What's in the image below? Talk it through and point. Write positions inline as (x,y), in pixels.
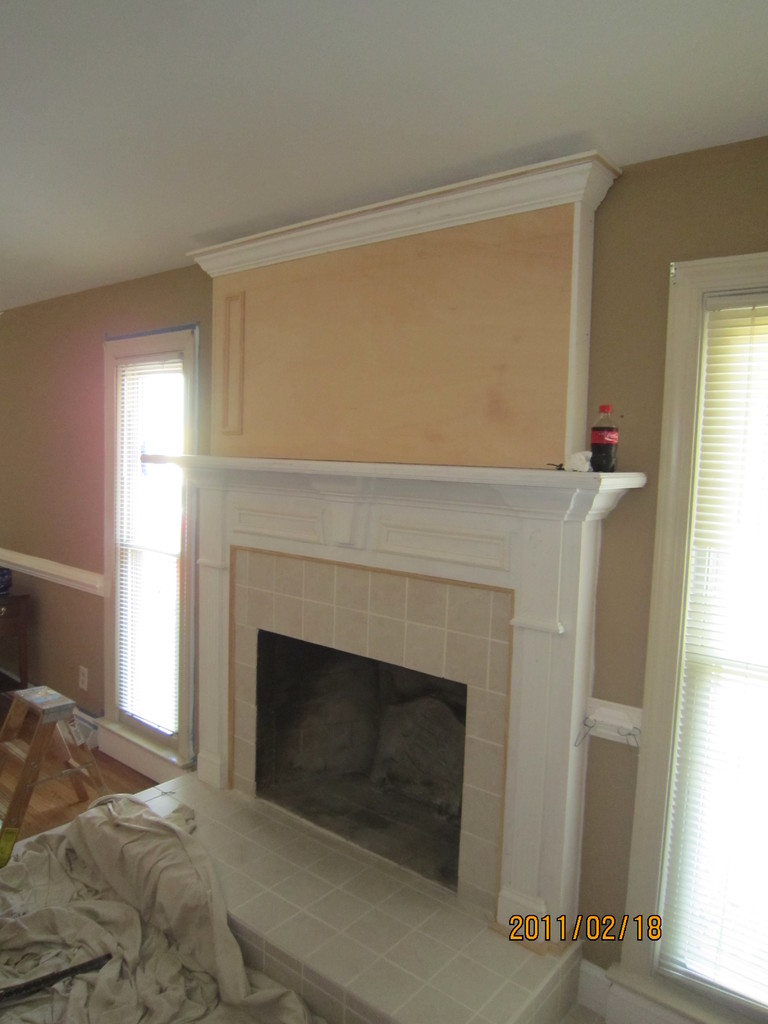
At the bottom of the image (567,925) there is date (560,929), in this image there is a fireplace (256,706), on the fireplace platform (457,485), there are some objects (603,450), beside the fireplace (409,537) there are windows (130,581) with curtains (743,488), in front of that there is a ladder (63,704) and a cloth (101,928) on the floor (37,808) and there is some other object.
